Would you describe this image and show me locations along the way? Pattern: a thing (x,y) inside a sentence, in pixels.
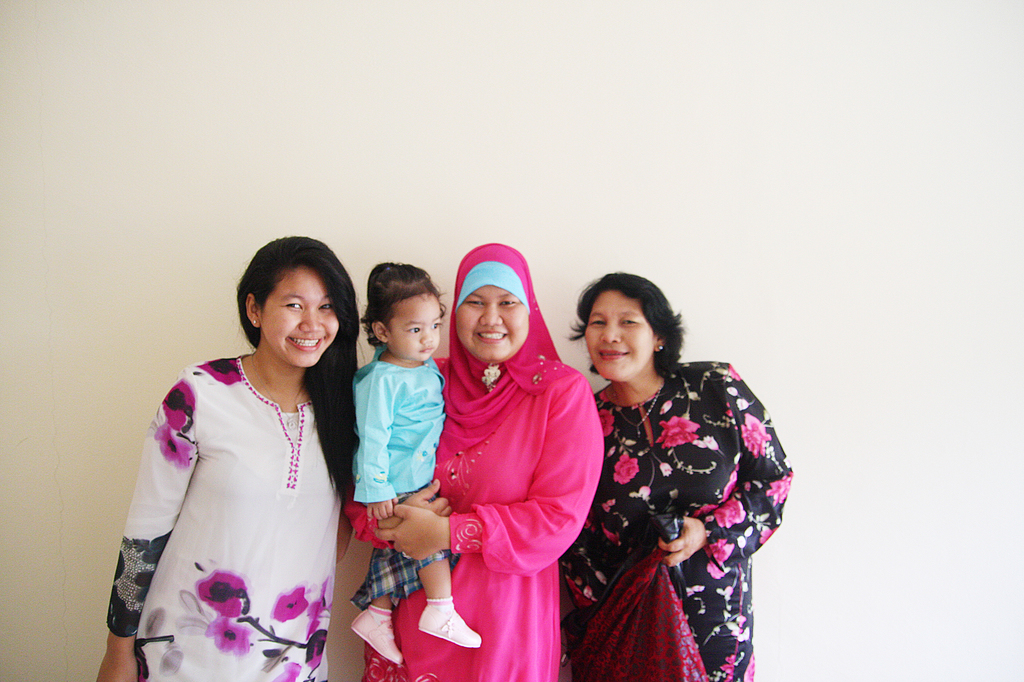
In the image there are three women (401,681) standing in front of the wall (122,54) and posing for the photo and among them the middle woman (428,552) is holding a baby (361,454) with her hands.
